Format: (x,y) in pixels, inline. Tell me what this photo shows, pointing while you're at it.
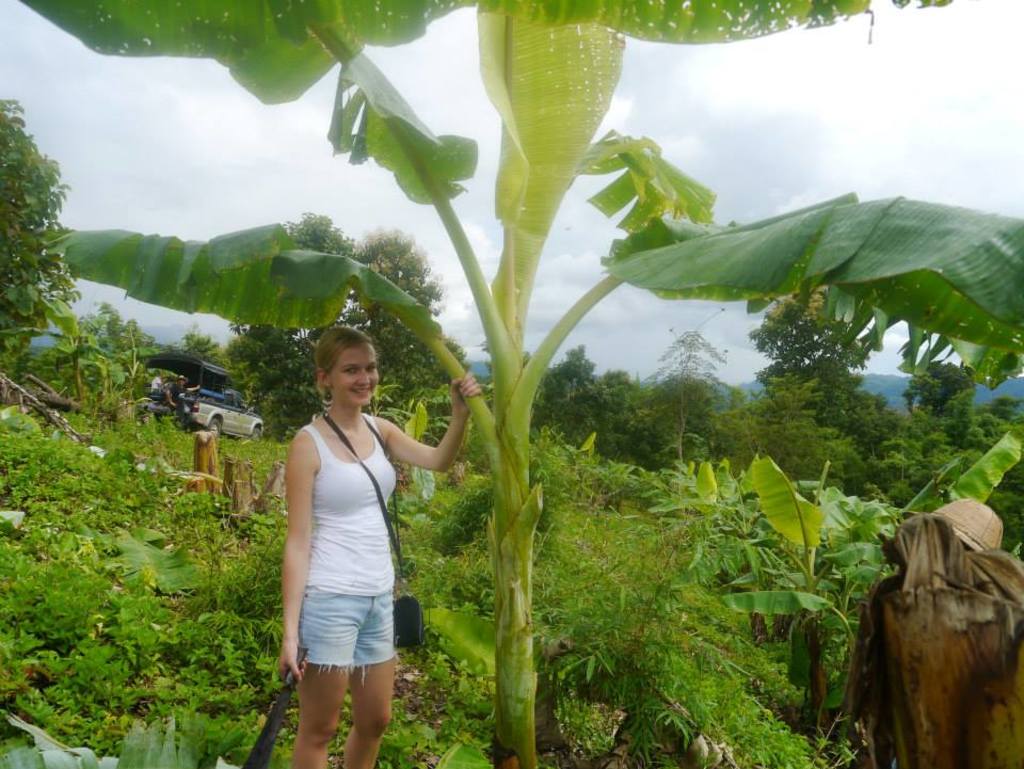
In this image we can see a woman (387,568) standing on the ground (263,686) by holding the tree (496,301) in one hand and sword (288,699) in the other hand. In the background (291,349) we can see plants (198,498), creepers (187,528), trees (238,379), motor vehicle (225,387) and a person (180,380) standing in it and sky (888,180) with clouds (255,129).
